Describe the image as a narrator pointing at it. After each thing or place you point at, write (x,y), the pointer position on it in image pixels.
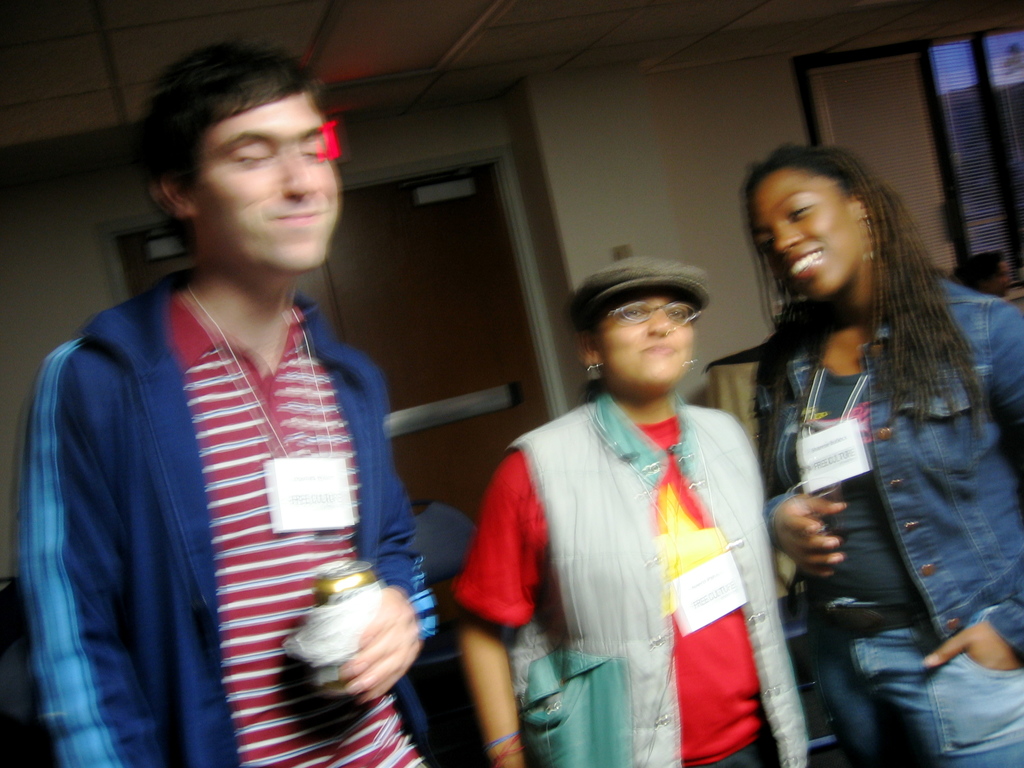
In this image there is a man (205,500) on the left side (208,467). Beside him there are two girls (867,512). All the three people (582,536) are wearing the id cards (283,466). In the background (451,307) there is a door (466,271). On the right side (938,93) there is a window (955,100). At the top (497,53) there is ceiling (605,23).
